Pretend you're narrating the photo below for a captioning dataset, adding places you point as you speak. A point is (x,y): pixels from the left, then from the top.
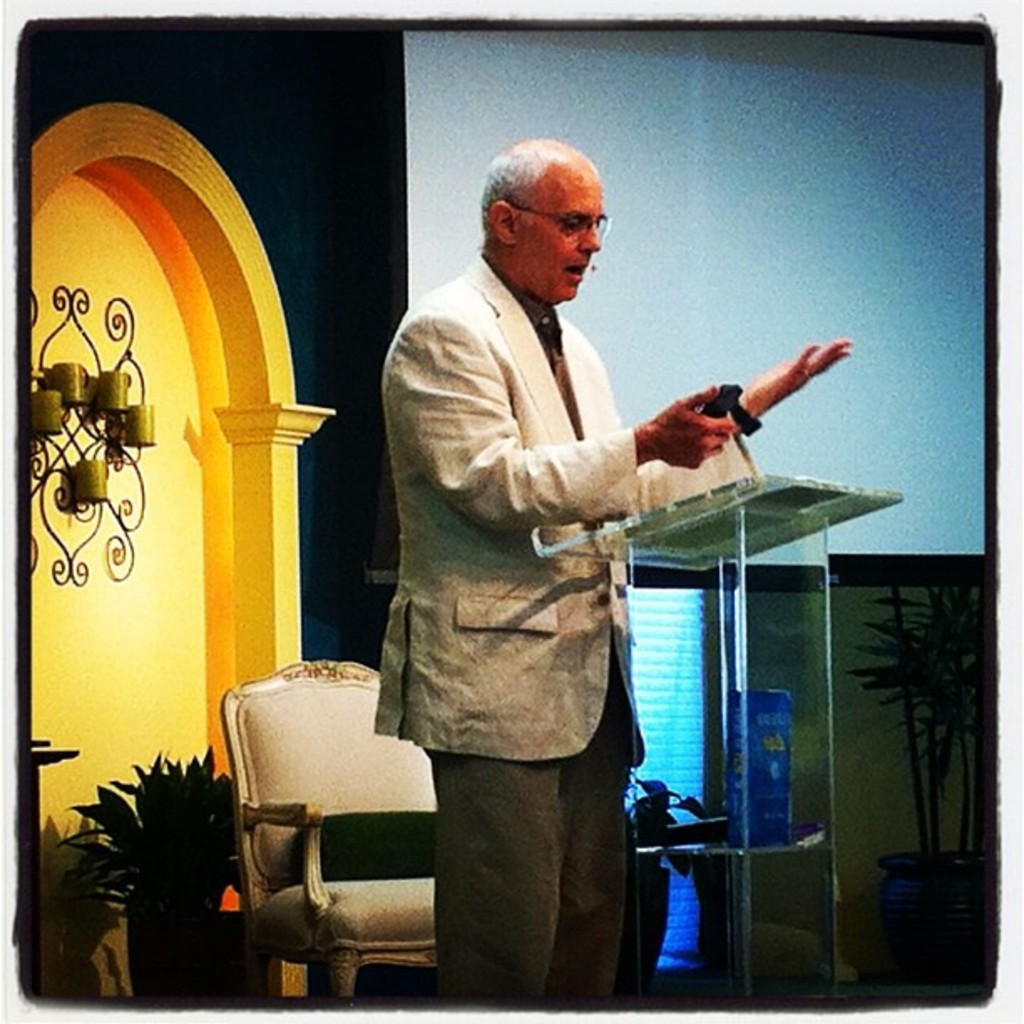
In the picture I can see a man (529,553) is standing in front of a podium (777,853) and holding an object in the hand (691,437). The man (447,419) is wearing spectacles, white color coat (486,507) and pant (493,917). In the background (389,886) I can see a chair (391,929), lights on the wall (98,514), plant pots (170,985) and some other objects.
